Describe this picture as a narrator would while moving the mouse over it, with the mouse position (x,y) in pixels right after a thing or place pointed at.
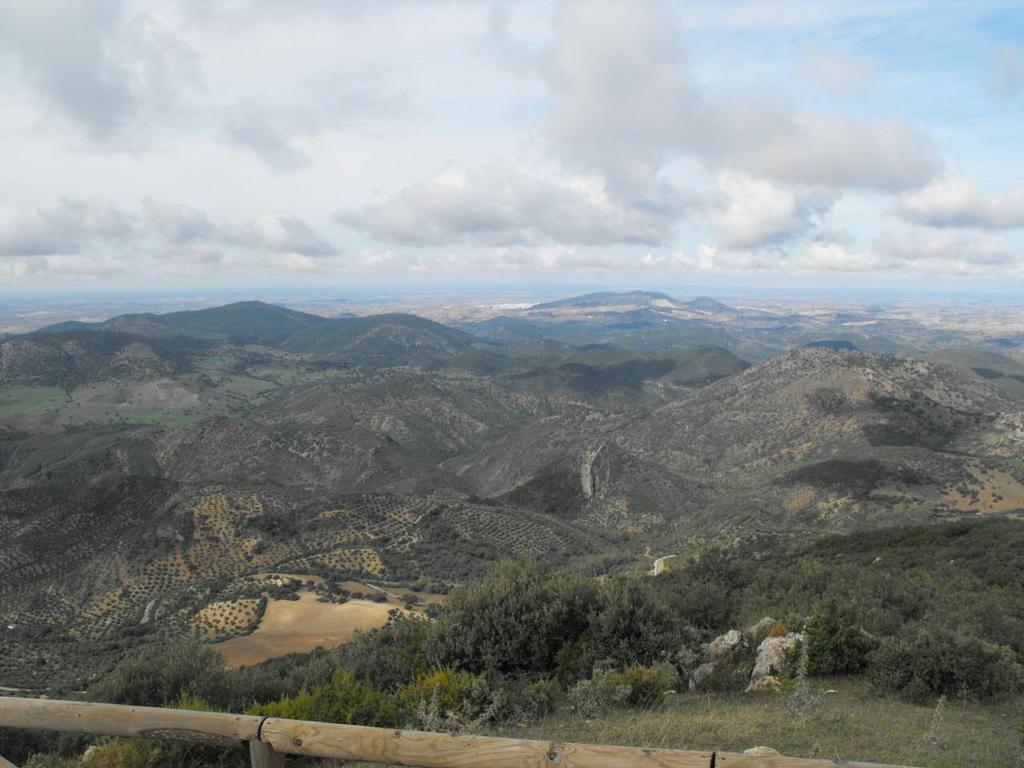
In this picture we can see some greenery (373,560) and a few mountains (569,311) are visible in the background (494,371). Sky (499,275) is cloudy.
